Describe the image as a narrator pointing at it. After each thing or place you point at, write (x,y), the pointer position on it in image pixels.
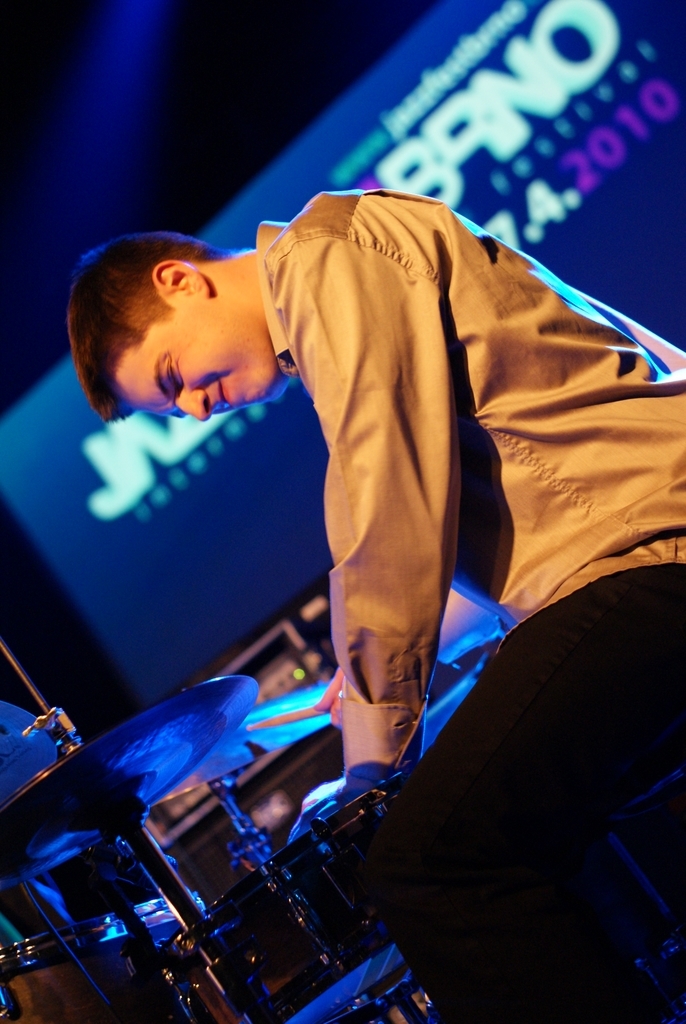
In the picture I can see a man (505,334) wearing a shirt (346,417) and he is playing the snare drum musical instrument (329,941). In the background (600,204), I can see the screen (618,200) and there is a text (541,56) on the screen (488,145).
